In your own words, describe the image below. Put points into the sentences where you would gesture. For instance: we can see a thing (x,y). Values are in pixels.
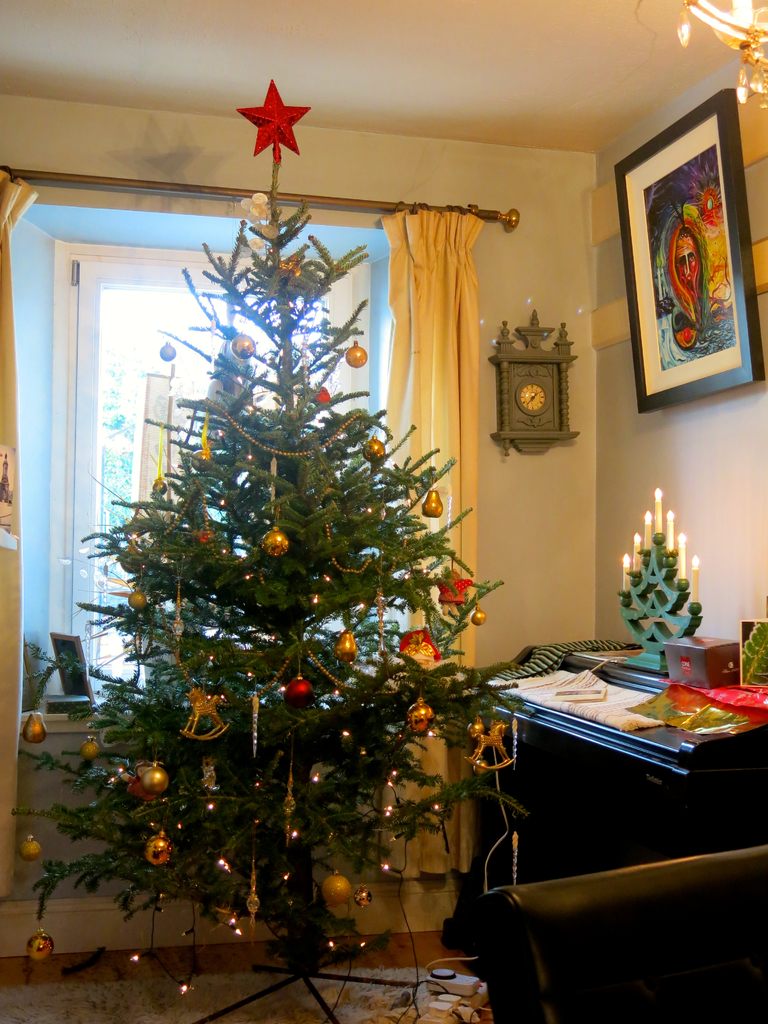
In this image I can see a Christmas tree (177,555) and a clock (500,341), a frame (701,382) on these walls (612,301).
